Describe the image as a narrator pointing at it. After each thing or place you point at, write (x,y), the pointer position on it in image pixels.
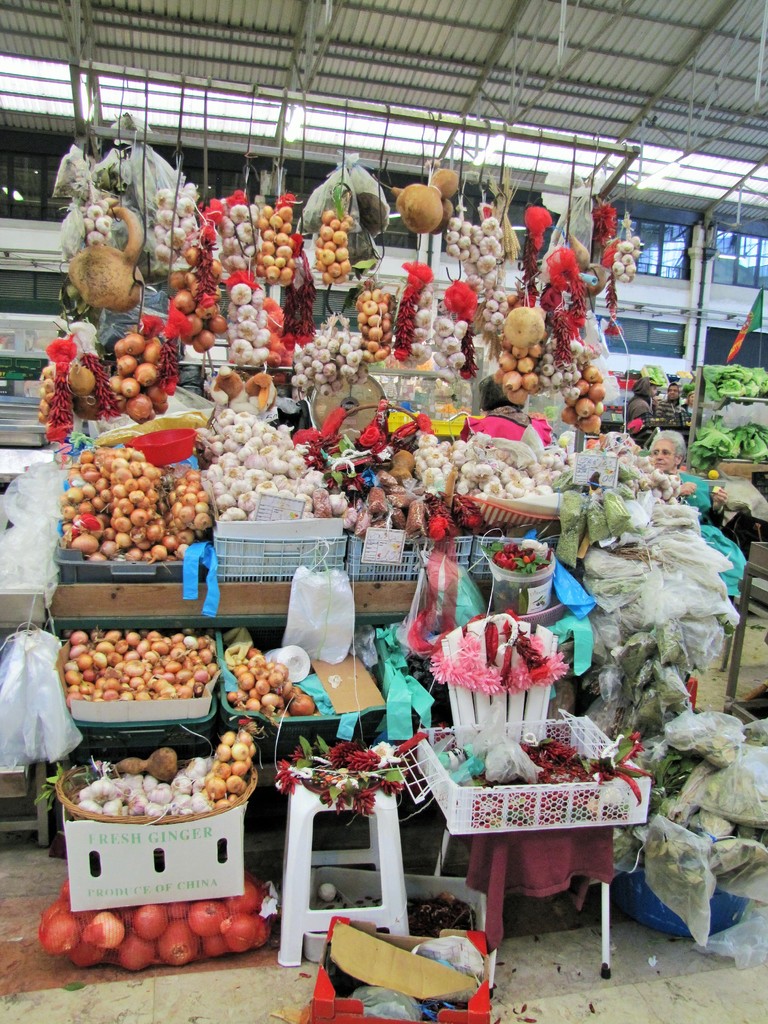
In the middle of the image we can see some fruits (125,278) and vegetables (110,291) on tables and baskets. Behind them we can see a person (640,414). At the top of the image (493,167) we can see a roof (45,31).
